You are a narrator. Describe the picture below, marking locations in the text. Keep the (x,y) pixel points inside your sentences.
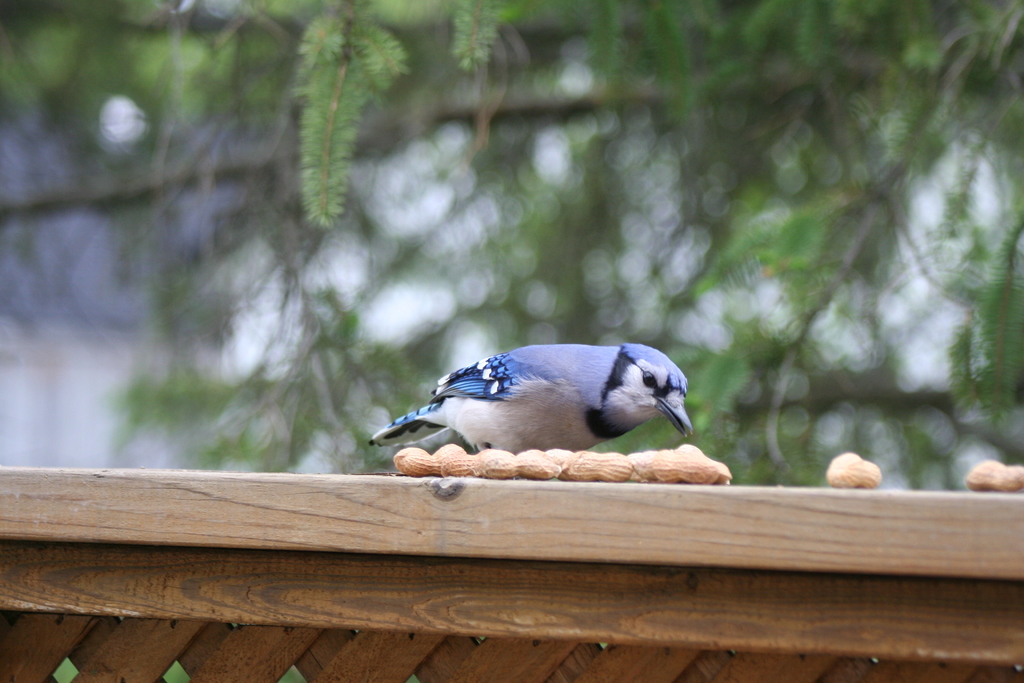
In this image I can see the bird (470,407) which is in blue and white color. In-front of the bird (544,429) I can see the food (613,466) and the bird (511,431) is on the wooden object (444,517). In the background (313,264) I can see many trees (327,218) and the background (407,242) is blurred.
